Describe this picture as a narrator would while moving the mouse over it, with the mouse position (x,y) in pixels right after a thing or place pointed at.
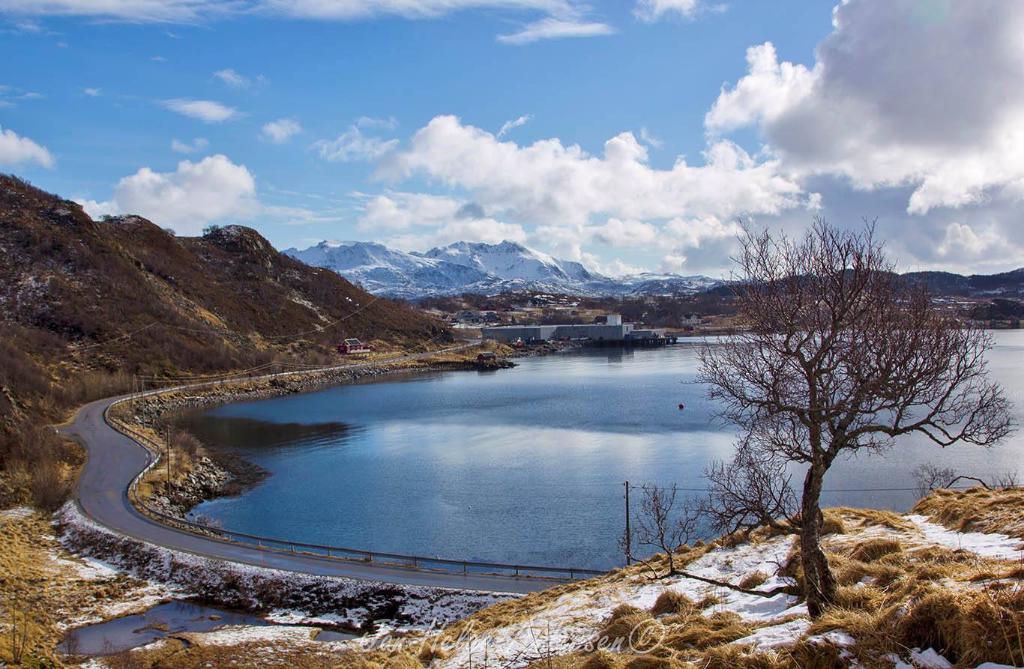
In this image we can see sky (323,112) with clouds (37,146), hills (109,323), mountains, buildings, road (90,400), fence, electric poles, electric cables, grass (826,532), trees (783,283) and river (446,413).
